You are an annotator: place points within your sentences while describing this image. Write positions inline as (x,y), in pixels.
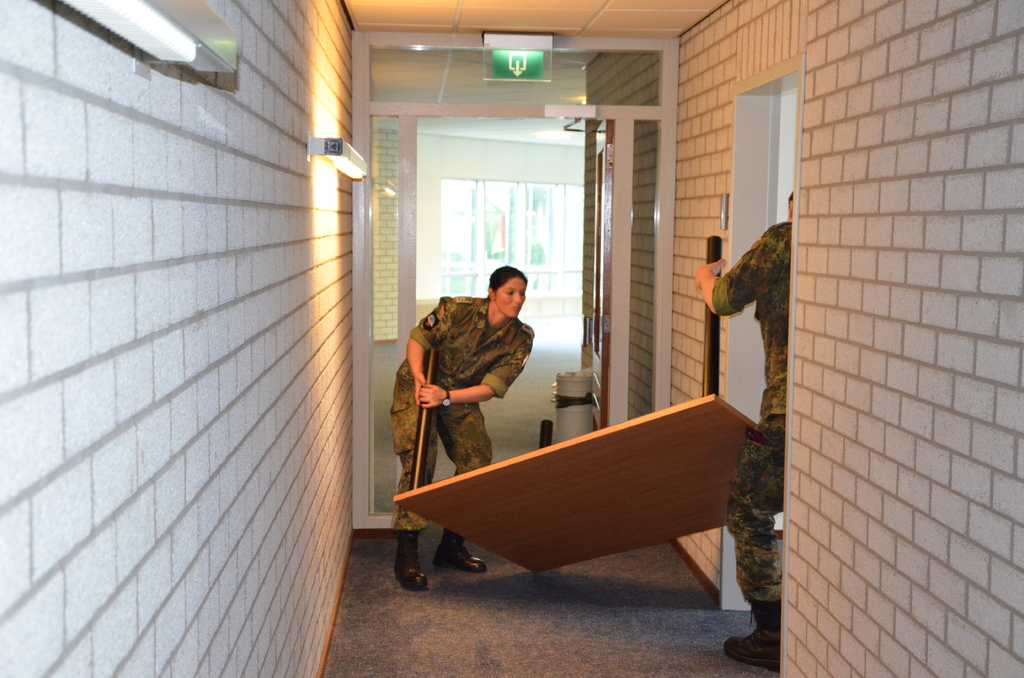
In this picture there is a woman (441,426) standing here. There is another person (758,494) here in the right side (758,514). Between them there is a wood (582,507). There are some lights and walls (251,293) here.
